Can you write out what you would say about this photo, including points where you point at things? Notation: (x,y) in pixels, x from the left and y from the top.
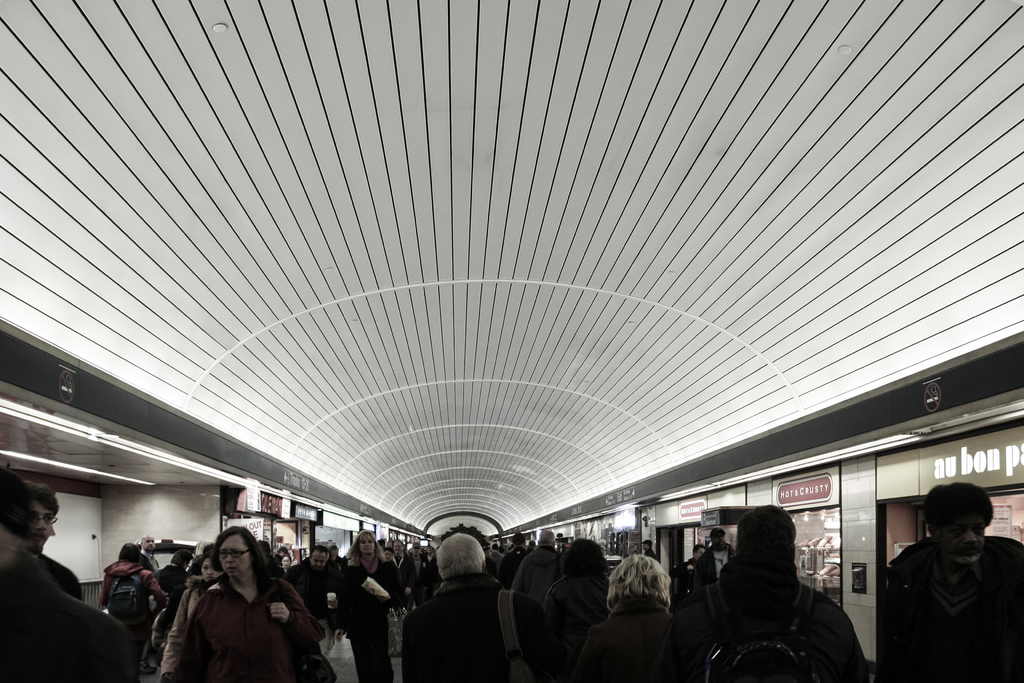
This is the picture of a building (494,300). In this image there are group of people (295,593) walking and there are boards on the wall (115,544) and there is text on the boards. At the top (547,193) there are lights (371,519) and there is a roof (47,456). At the bottom (340,668) there is a floor (337,653).
